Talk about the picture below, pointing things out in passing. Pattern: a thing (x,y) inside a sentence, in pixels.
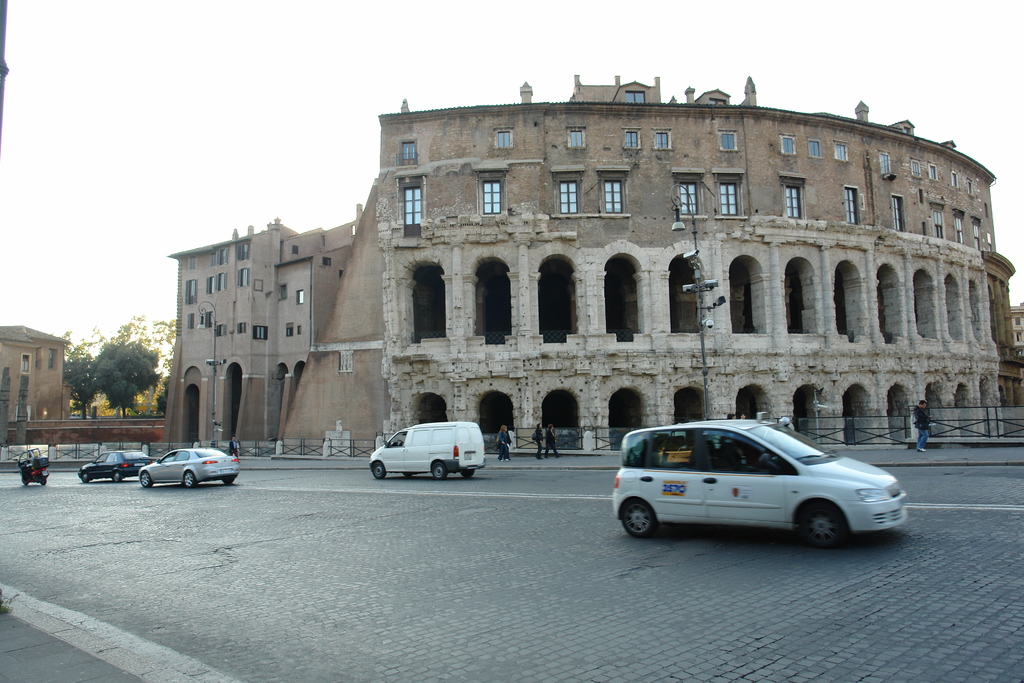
There are few vehicles (769,492) on the road (443,527) and there are buildings (428,293) and trees (120,362) in the background (240,329).
